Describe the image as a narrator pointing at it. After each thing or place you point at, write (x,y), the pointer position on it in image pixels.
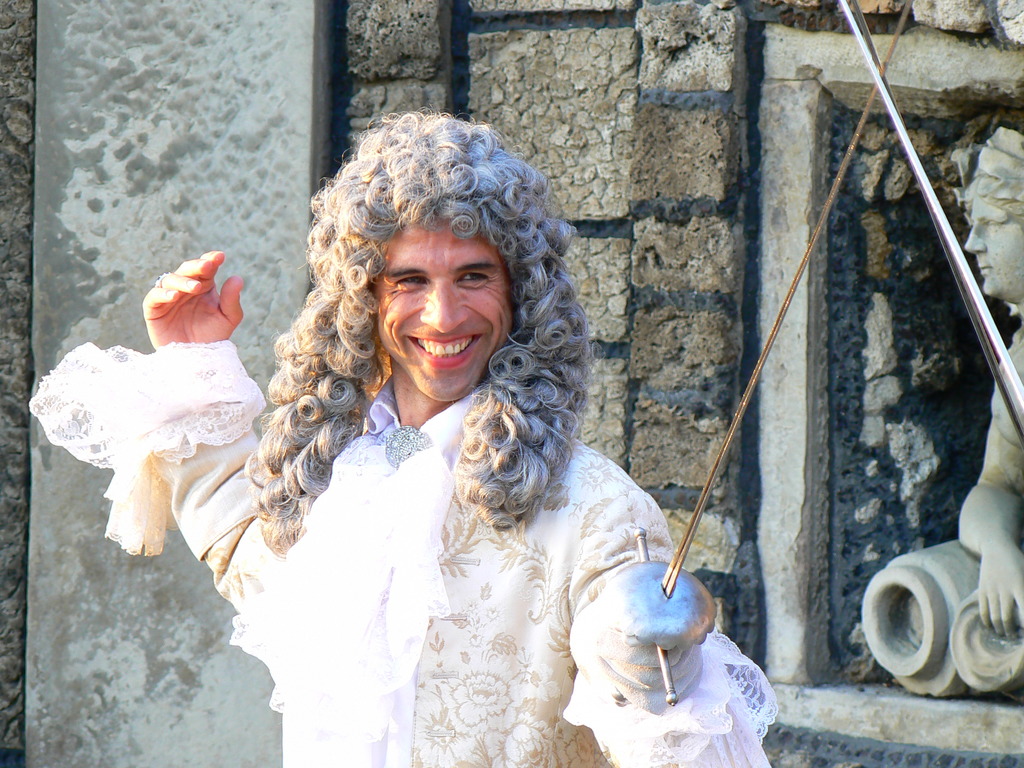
In the middle (400,510) a man (482,554) is smiling, he wore white color dress (588,545), on the right side (1007,193) there is a statue (1003,299) in the wall (484,117).
